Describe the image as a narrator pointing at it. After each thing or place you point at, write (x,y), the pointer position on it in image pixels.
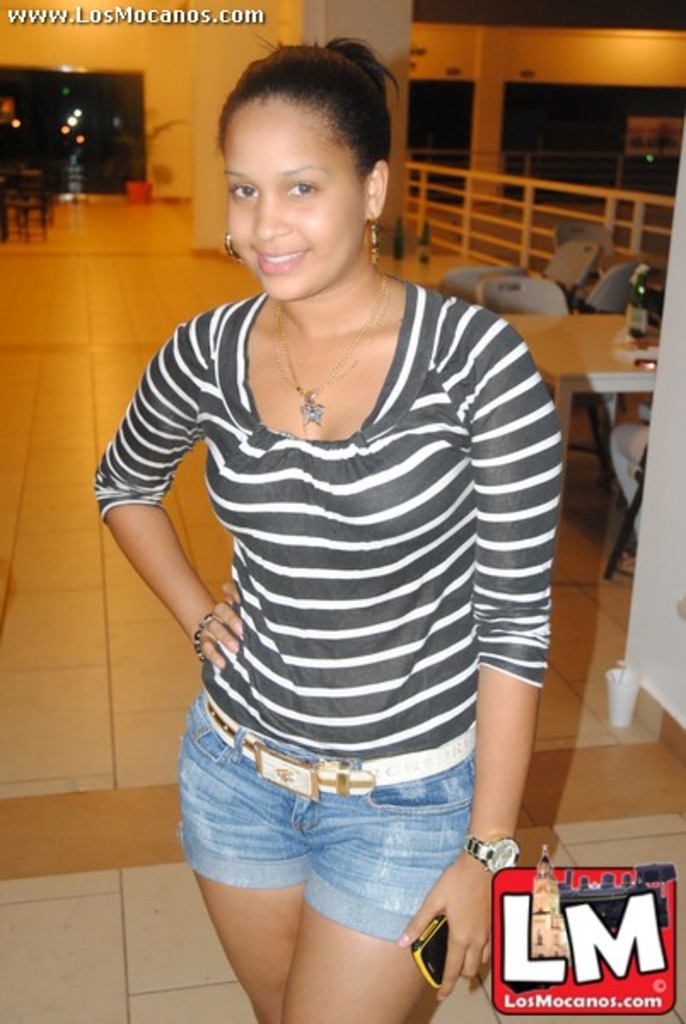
Front this woman (345,499) is smiling and holding a mobile (430,968). Background (82,332) there is a tile floor (101,291), tables (607,374), chairs (38,200), fence (549,224), bottles (634,305) and plant (140,156). Left side (31,14) corner of the image there is a watermark (40,13). Right side (636,937) bottom of the image (601,918) there is a logo (634,926).
